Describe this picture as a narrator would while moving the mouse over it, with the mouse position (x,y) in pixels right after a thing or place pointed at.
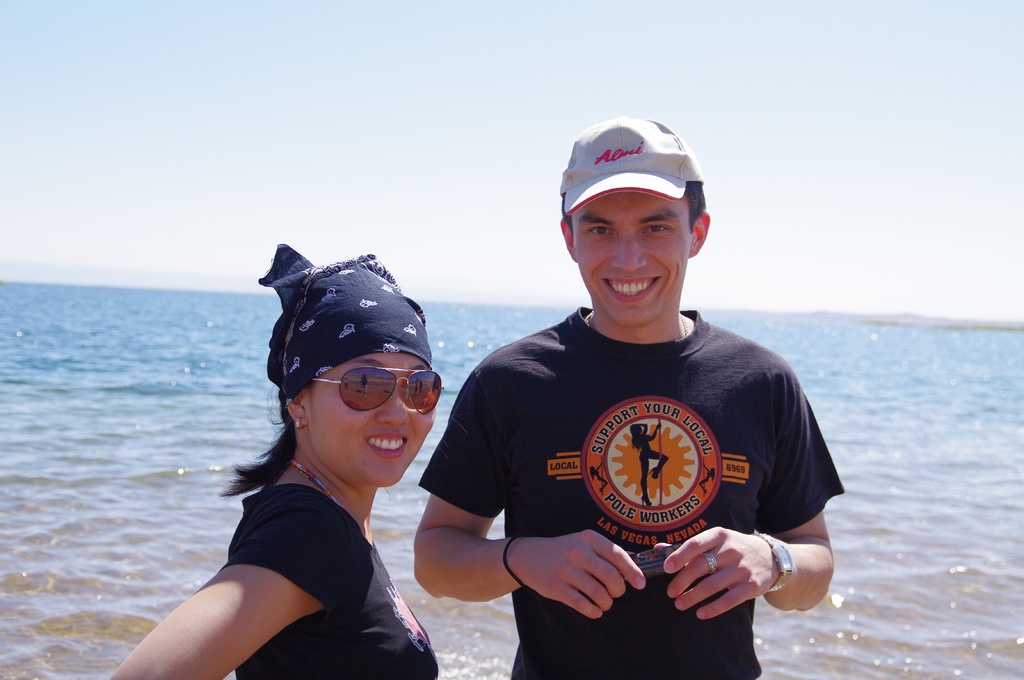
In this image we can see a man (583,434) and a woman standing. In that the man (681,537) is holding an object (661,567). On the backside (878,436) we can see a large water body (840,423) and the sky (520,183) which looks clear.
